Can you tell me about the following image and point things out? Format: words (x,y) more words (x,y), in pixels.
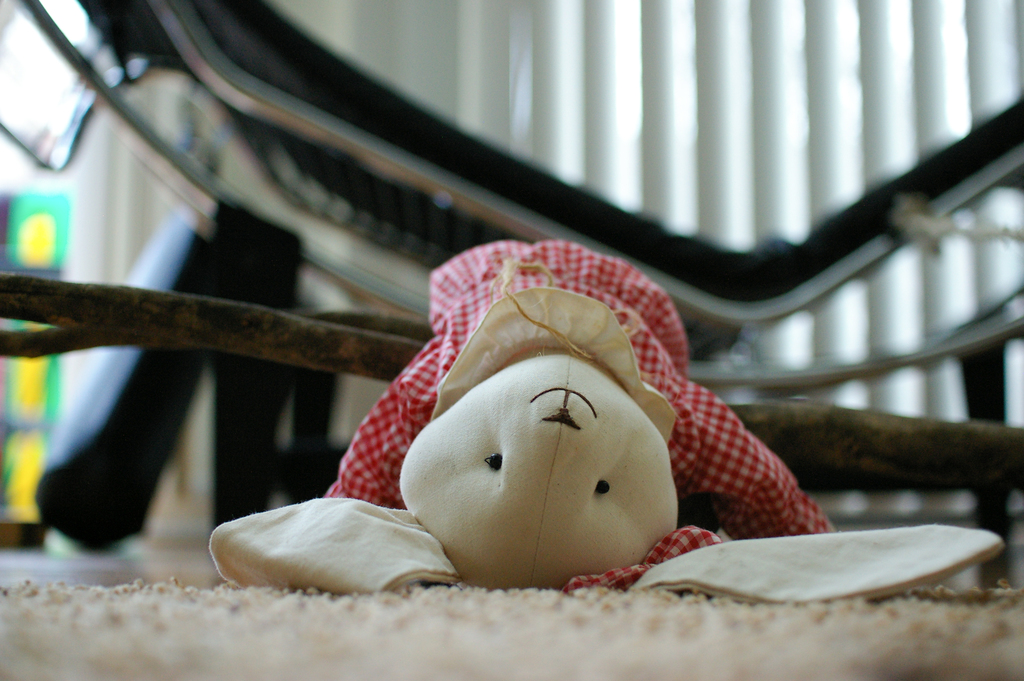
In the center of the image (601,365) we can see a soft toy (606,421) on the floor (170,560). The background (616,98) is blurry with a sleeping chair (518,163) and a curtain (735,72). At the bottom (400,640) there is mat (343,627).
